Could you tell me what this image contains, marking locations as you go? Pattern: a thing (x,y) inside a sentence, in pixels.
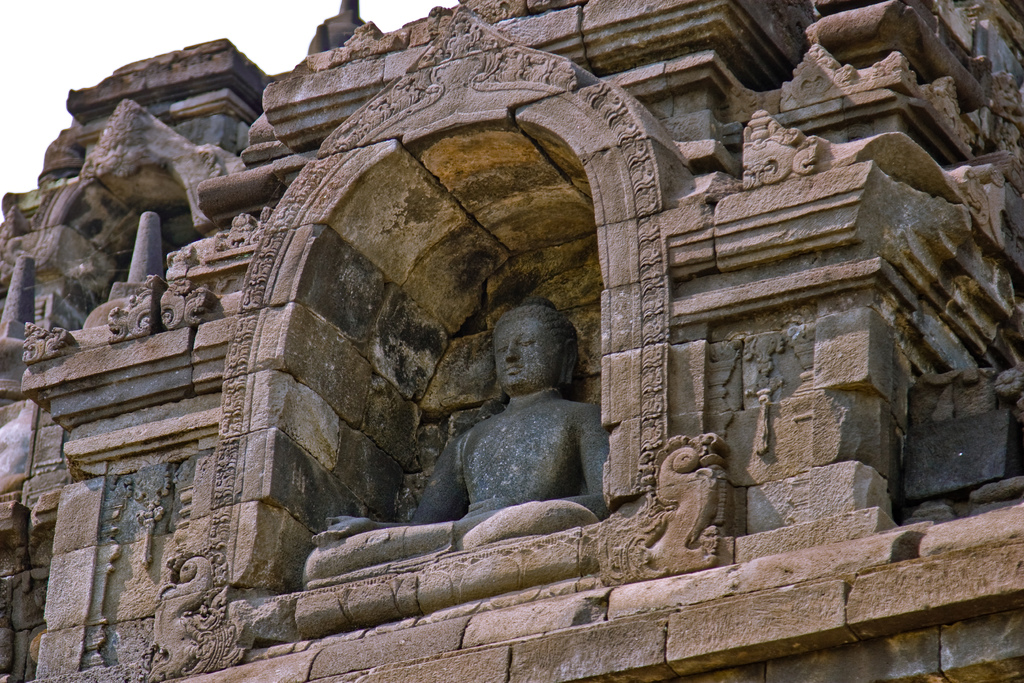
In this image in the center (619,280) there is a building (589,528) and in the center (521,415) there is one statue of Buddha (483,488).
